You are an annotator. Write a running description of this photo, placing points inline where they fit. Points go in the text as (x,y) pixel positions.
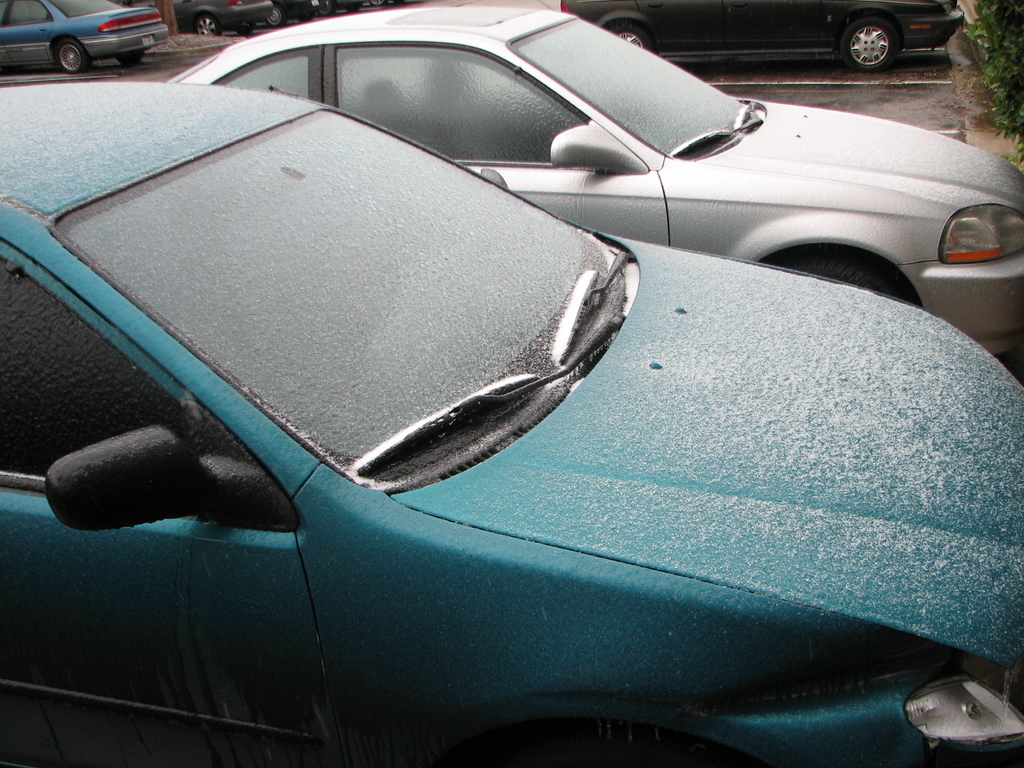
As we can see in the image there are cars (469,481) here and there and on the right side (1003,60) background (1004,40) there are plants (1008,85).
